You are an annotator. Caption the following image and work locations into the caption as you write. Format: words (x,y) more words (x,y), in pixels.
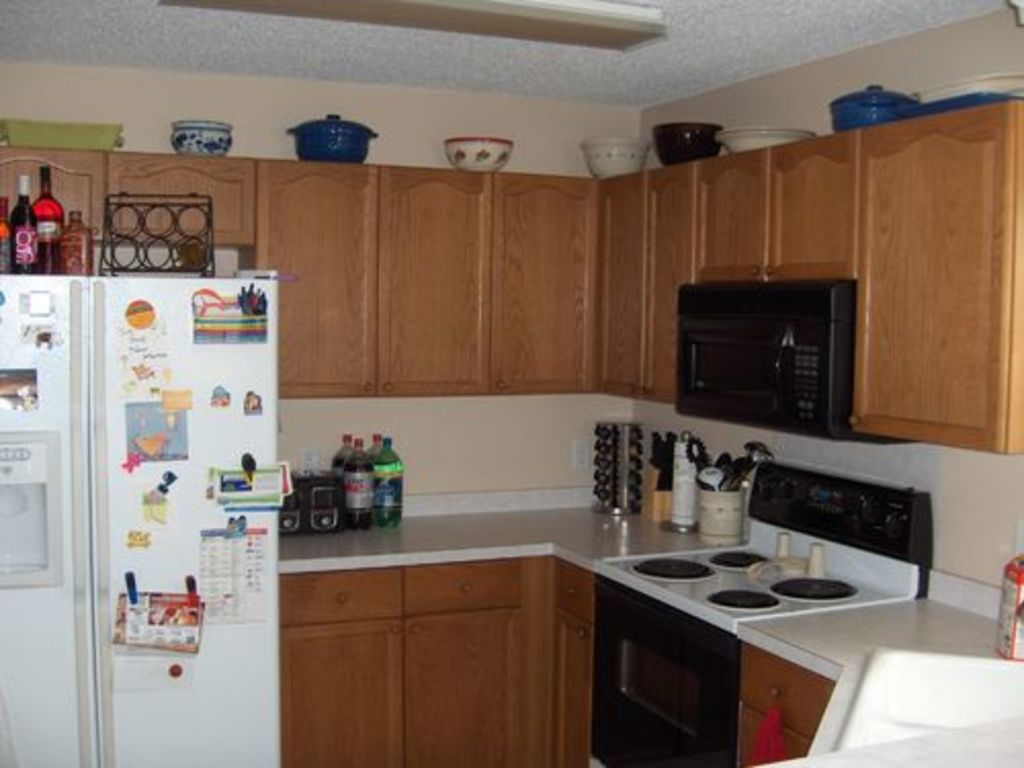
In the picture we can see a kitchen room (716,545), in it we can see a refrigerator (151,765) with some stickers (165,686) pasted to it and besides, we can see a desk (340,550) on it, we can see a four stove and beside it, we can see a spoon stand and to the walls (426,449) we can see cupboards (314,223) and on it we can see some bowls (315,158).
